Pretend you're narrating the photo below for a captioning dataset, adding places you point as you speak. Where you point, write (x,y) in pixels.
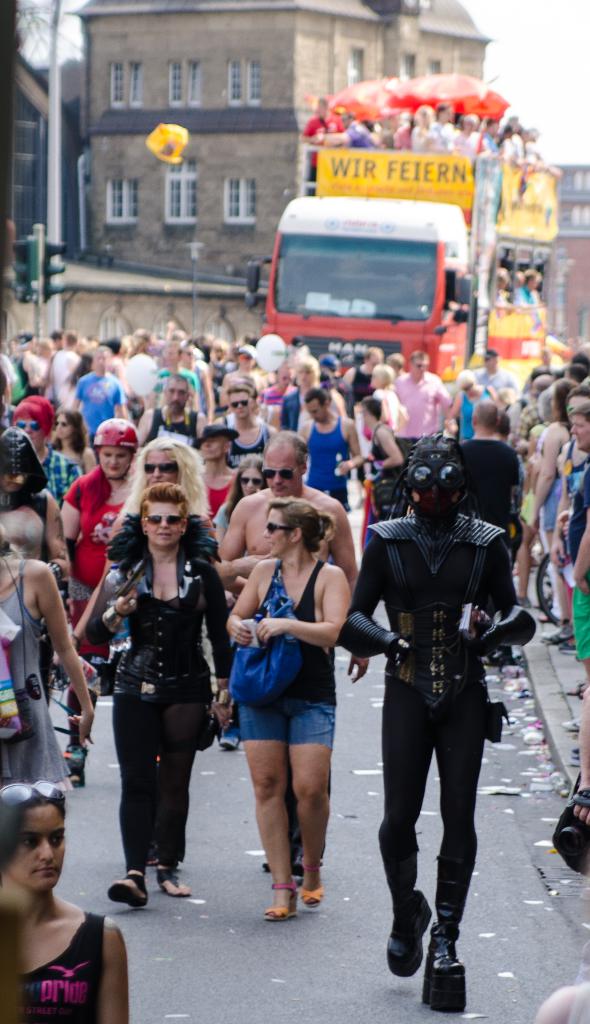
In this image we can see group of people (308,607) and a vehicle (431,306). Here we can see a pole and a traffic signal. In the background (208,188) there are buildings (181,49) and sky (502,67).
